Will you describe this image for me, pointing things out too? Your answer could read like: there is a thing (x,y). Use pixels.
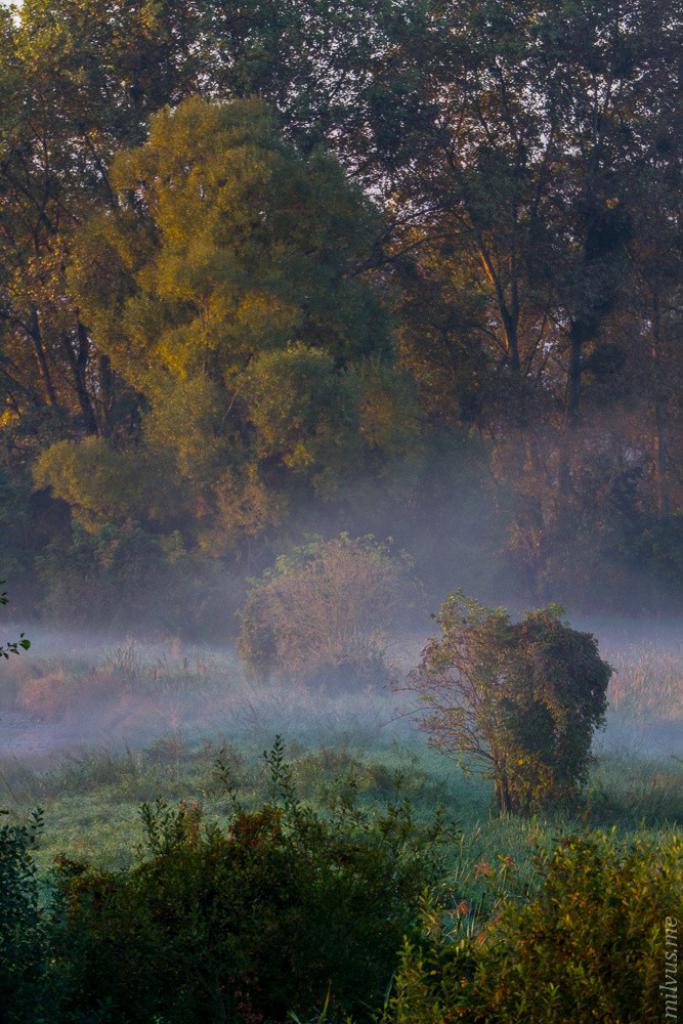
In this picture we can observe some plants (300,788) on the ground (404,732). In the background (300,182) there are trees (269,282).
